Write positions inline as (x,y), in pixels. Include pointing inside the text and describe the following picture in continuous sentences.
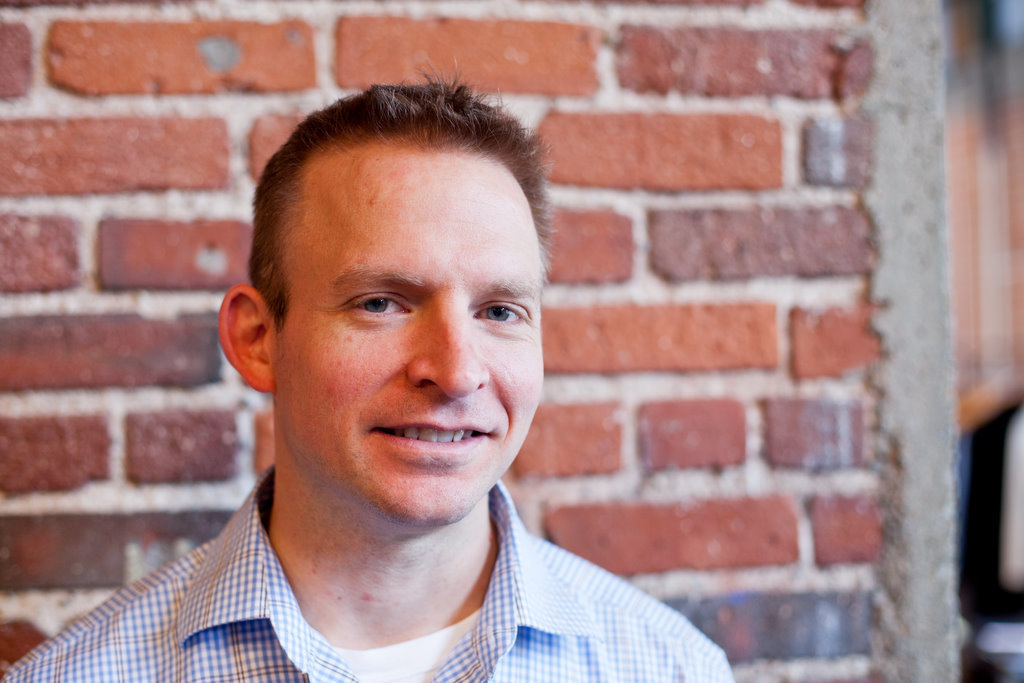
In the foreground of the image (445,565) there is a person (454,465). In the background of the image (114,440) there is wall (191,267).
